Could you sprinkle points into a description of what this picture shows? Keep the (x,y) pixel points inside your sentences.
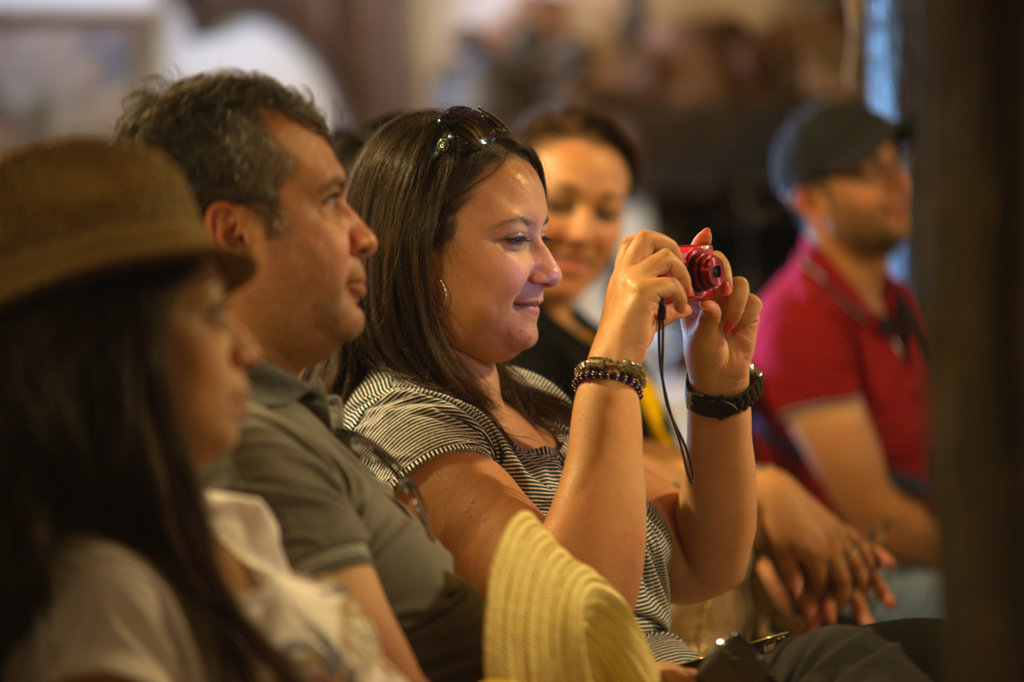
In this picture I can see there are few people (101,248) sitting here and there is a woman (483,432) sitting here and she is holding a camera (693,257) and clicking pictures and in the backdrop (316,47) I can see there is a wall (83,65).
